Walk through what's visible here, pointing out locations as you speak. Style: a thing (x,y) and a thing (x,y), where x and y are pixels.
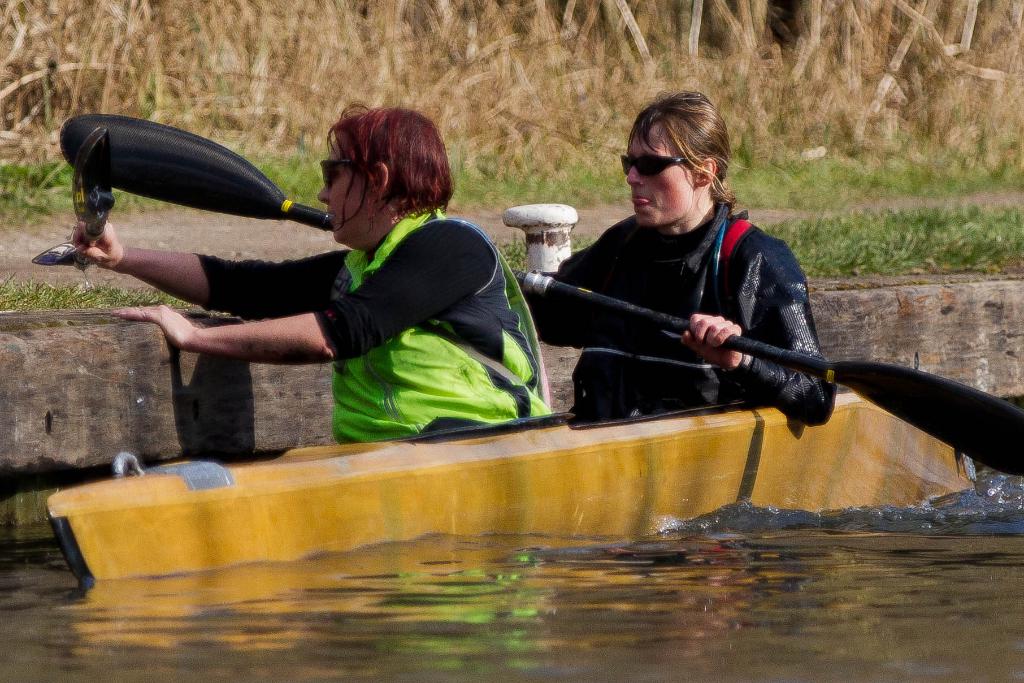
In this picture I can see there are two people (712,317) sitting in a boat (444,450), in the backdrop (364,81) there is grass (228,100).
